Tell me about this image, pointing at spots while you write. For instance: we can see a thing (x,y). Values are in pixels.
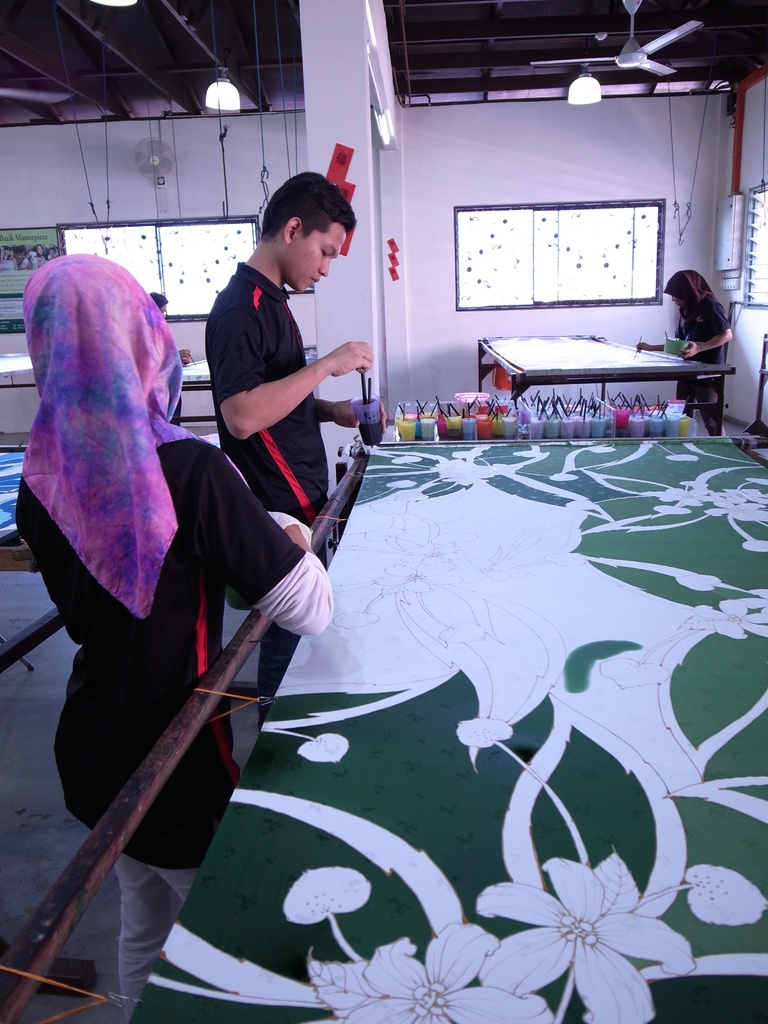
There are four persons (317,247). They are standing. There are two tables (558,382) on the right side (564,750). On the right side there is a woman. She is holding a bowl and brush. On the left side of the person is wearing scarf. We can see in the background (505,115) window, wall (524,159), light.
